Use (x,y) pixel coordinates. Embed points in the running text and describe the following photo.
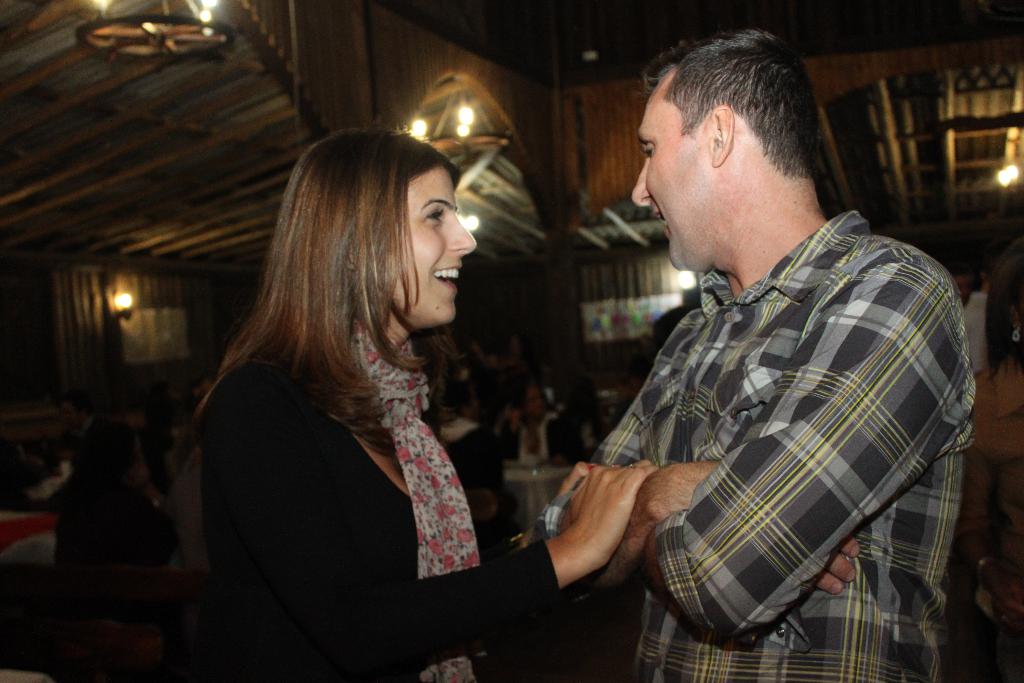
In the center of the image (356,244) there are two persons (234,509). In the background of the image (493,93) there is a wooden wall (601,124). There are lights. There are people (151,465) sitting on chairs (140,638).
